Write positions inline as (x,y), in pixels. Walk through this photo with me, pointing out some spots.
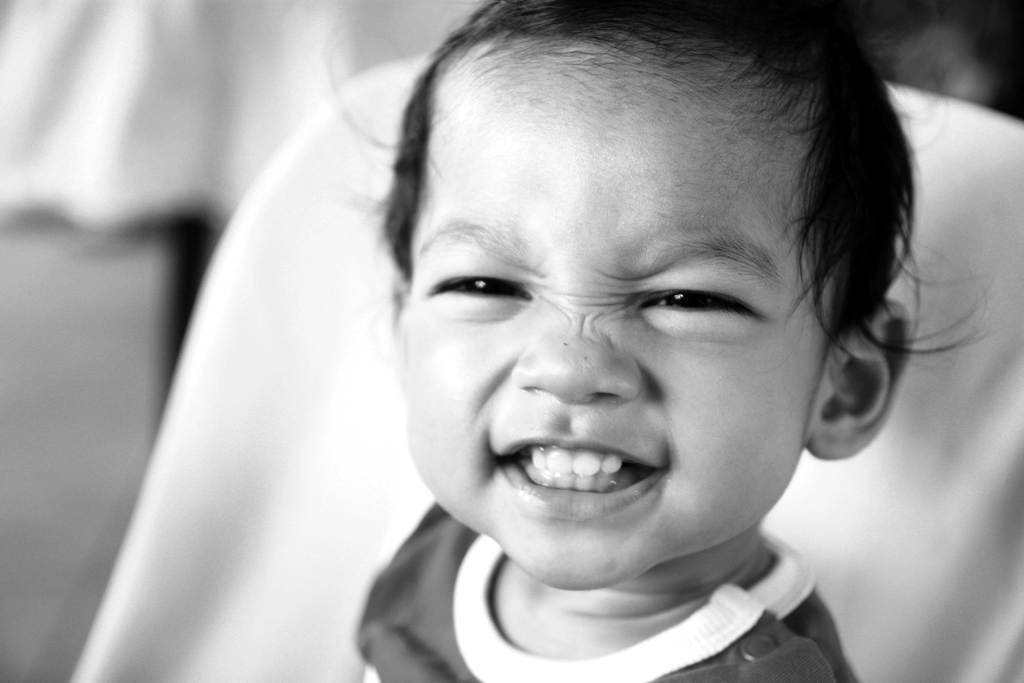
This picture is in black and white where we can see a child (444,505) sitting on the chair (404,522). The background of the image (990,79) is blurred.
